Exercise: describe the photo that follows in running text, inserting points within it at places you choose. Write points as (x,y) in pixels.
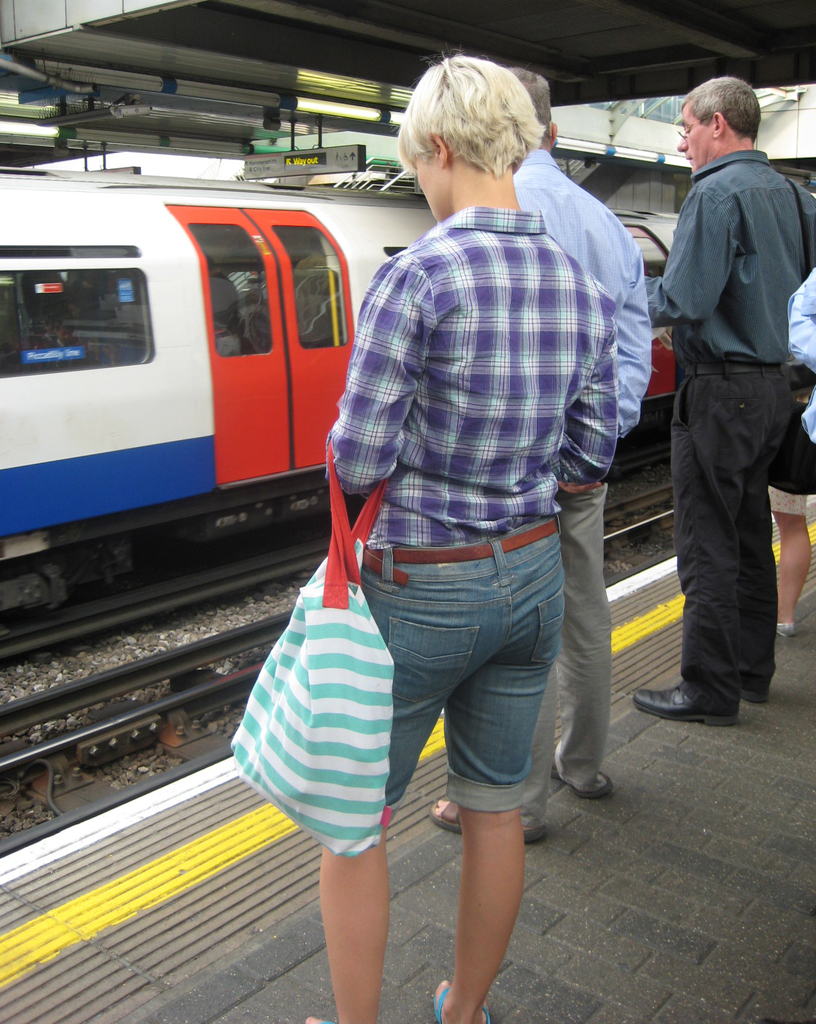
In this image we can see people (468,316) standing. The person (390,285) standing in the center (432,632) is holding a bag (357,719). In the background (213,527) we can see a train (37,589) on the track (186,591). At the bottom (117,921) there is a platform (162,930).
